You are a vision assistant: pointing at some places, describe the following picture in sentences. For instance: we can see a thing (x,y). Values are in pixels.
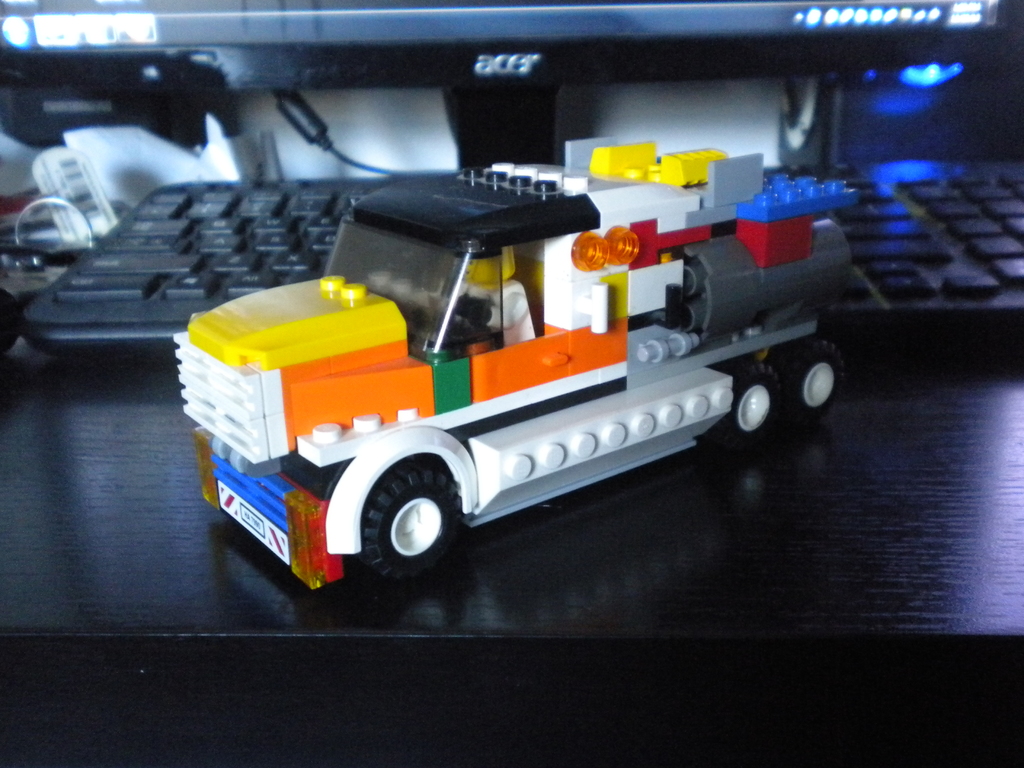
In this image I can see a toy truck (363,497) on a table (747,594). There is a black color keyboard (77,270) and a monitor (528,39) at the back (551,20).
